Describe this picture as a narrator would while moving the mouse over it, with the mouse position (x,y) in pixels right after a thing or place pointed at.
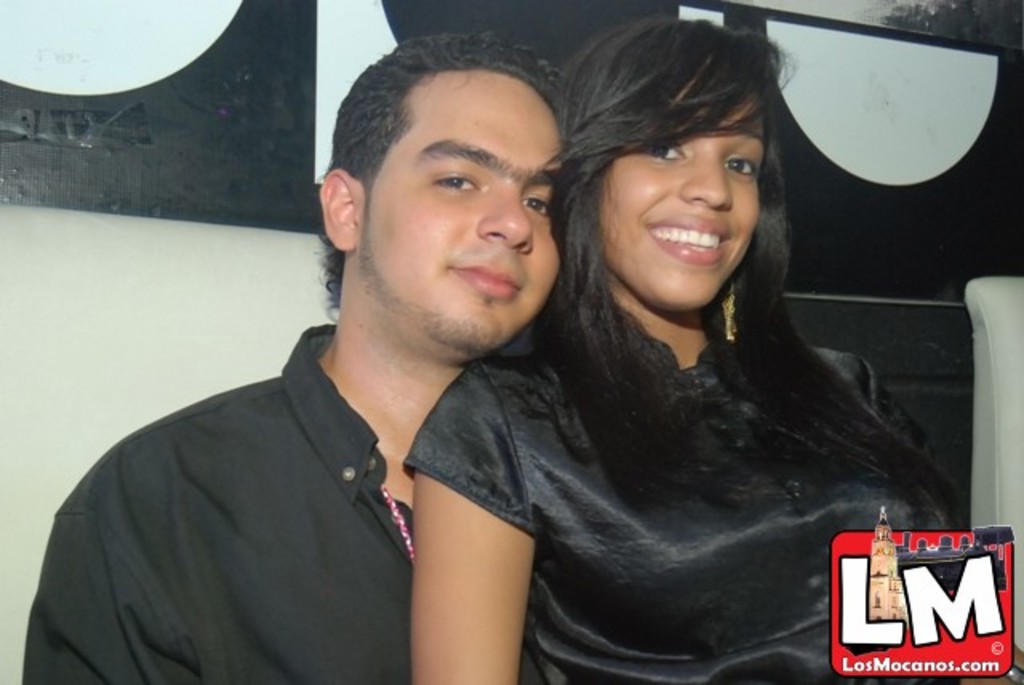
In the center of the image (476,385) there are two people (527,533) wearing black color dress (479,413). In the background of the image (330,63) there is black color banner (275,93). To the right side (905,673) bottom of the image (870,575) there is a logo (877,586).
